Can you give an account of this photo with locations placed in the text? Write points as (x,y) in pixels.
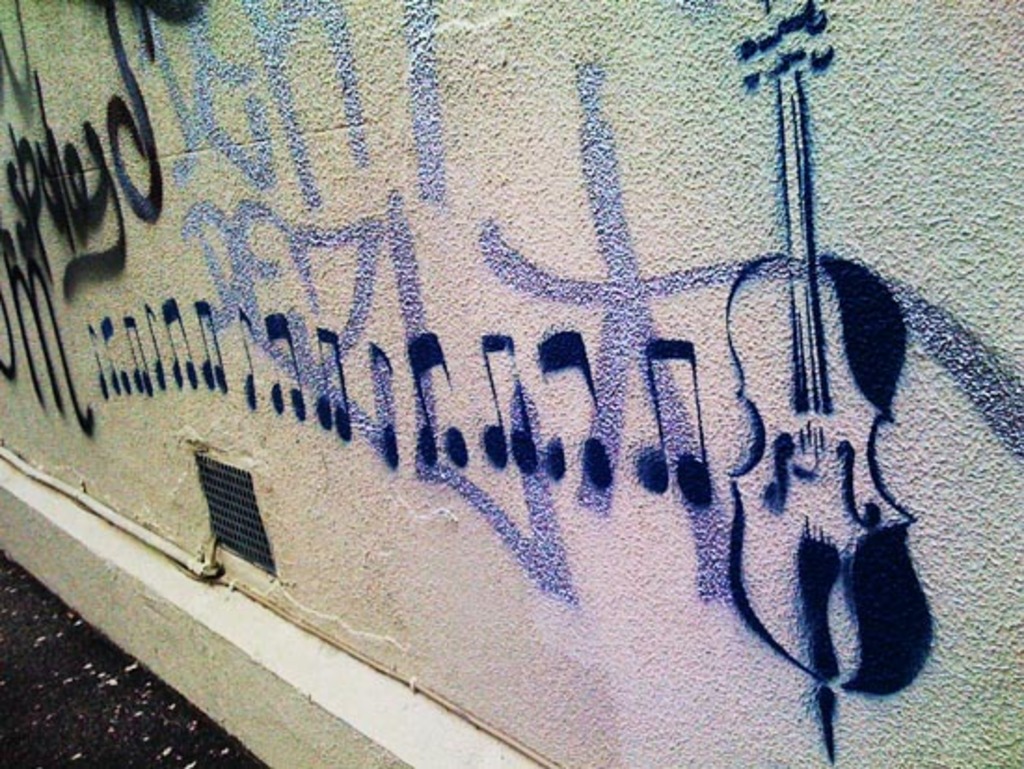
In this picture we can see a pipe (56,480), mesh (229,504) and a wall (165,523) with a painting (409,381) of a violin (891,599) and musical symbols (582,360) on it.
